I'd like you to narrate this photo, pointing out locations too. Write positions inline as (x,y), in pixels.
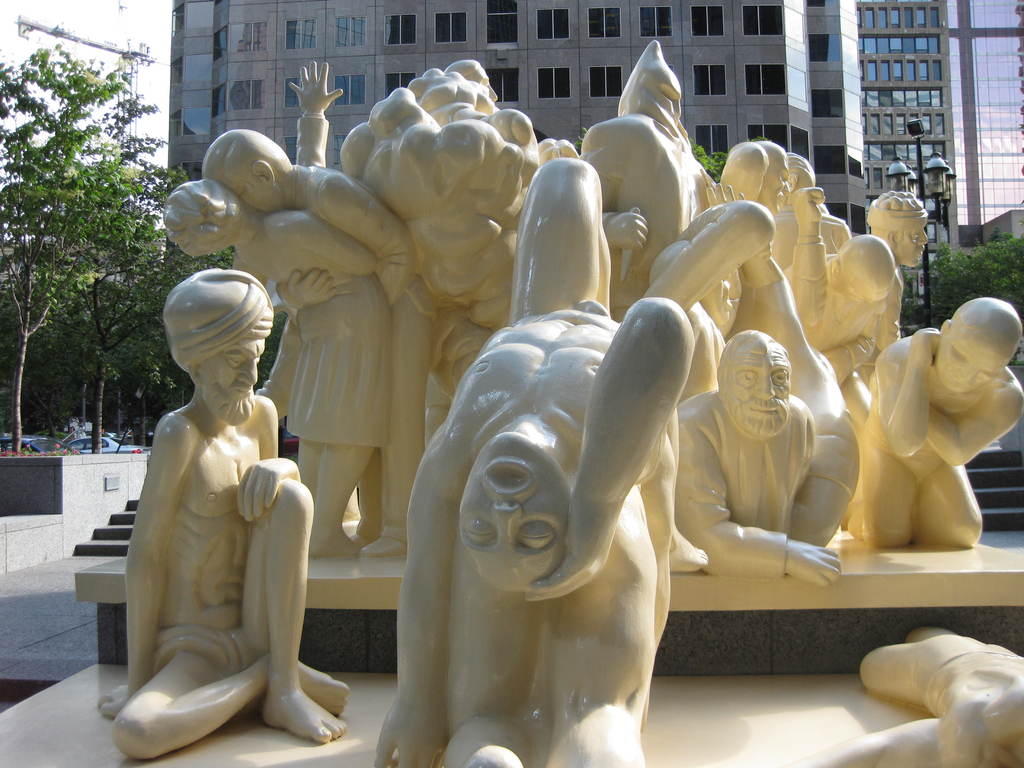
In this picture I can observe statues (693,325) of humans (748,496) which are in white color in the middle of the picture (654,331). In the background (150,253) there are trees (156,269) and a building (777,69).
